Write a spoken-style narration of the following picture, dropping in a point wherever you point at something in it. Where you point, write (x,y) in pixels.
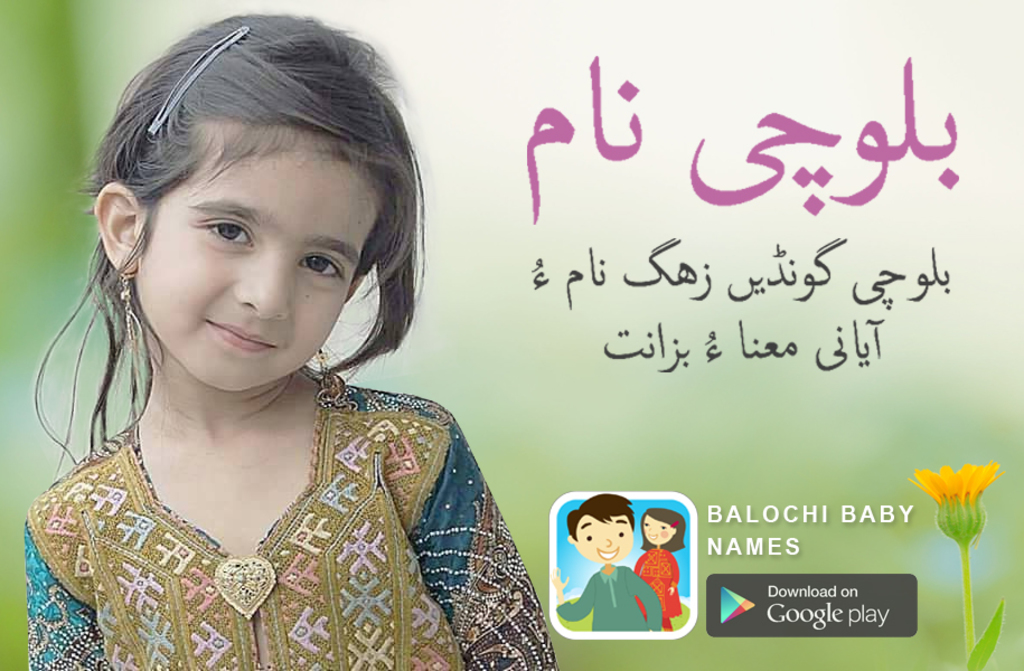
In this image in the left side (179,78) a little cute baby (289,360) is there, She wore a dress (497,577), in the right side (932,491) there is a flower (985,488). In the middle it is an animation.
